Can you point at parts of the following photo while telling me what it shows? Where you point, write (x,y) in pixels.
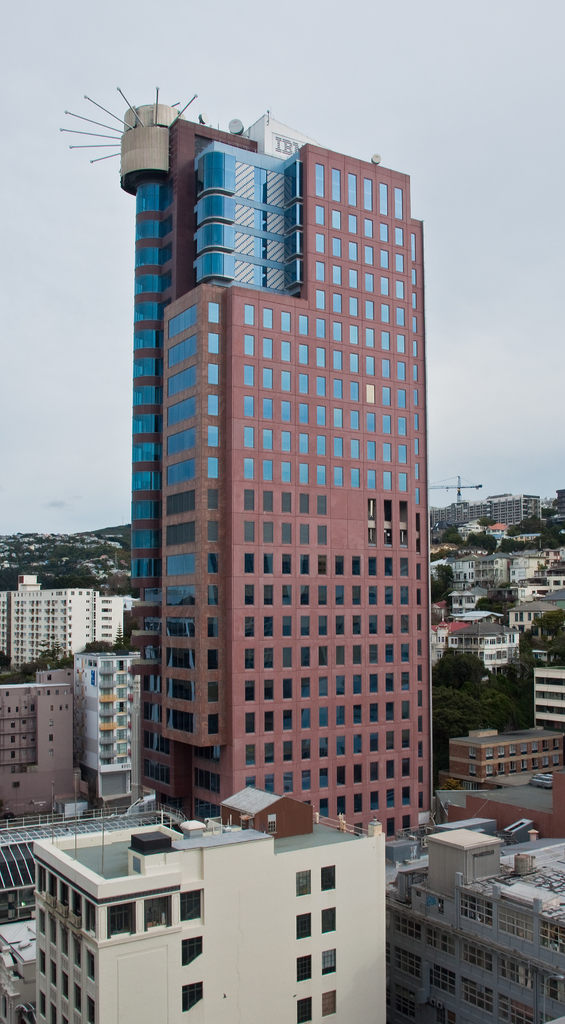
In this picture there is a skyscraper (271,388) in the center of the image (281,372) and there are buildings (8,728), trees (546,618), and poles (104,816) in the image.
